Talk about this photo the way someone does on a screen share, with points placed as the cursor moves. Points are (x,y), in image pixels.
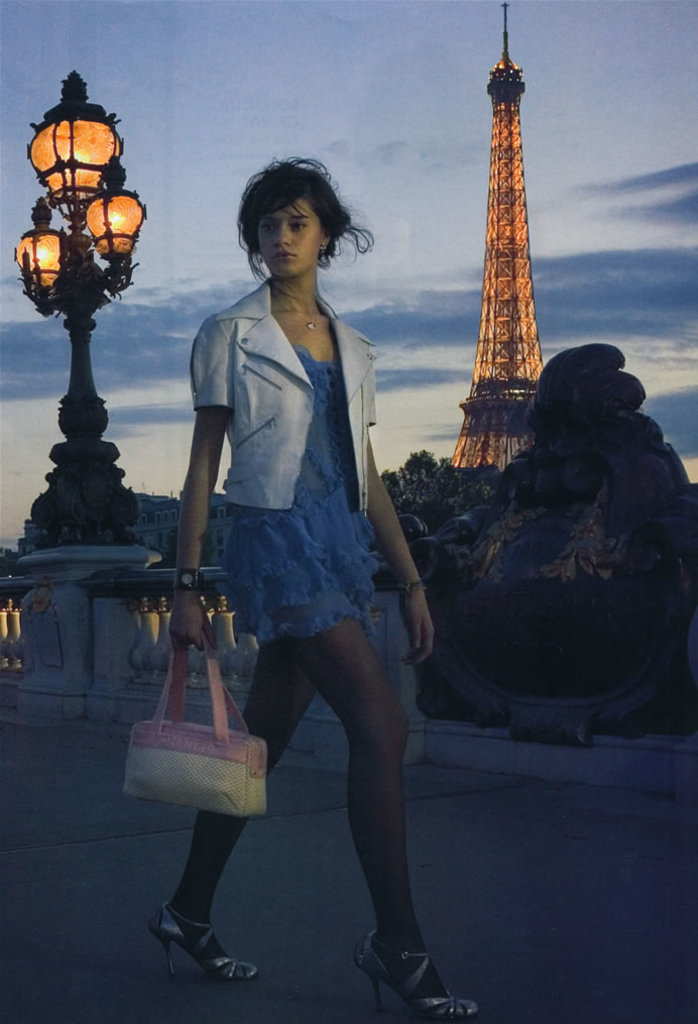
In this picture there is a woman (293,614) holding a bag (201,733) in her hand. There is a light (77,268) and building (172,525). There is an eiffel tower (497,247). The sky (369,85) is cloudy.
